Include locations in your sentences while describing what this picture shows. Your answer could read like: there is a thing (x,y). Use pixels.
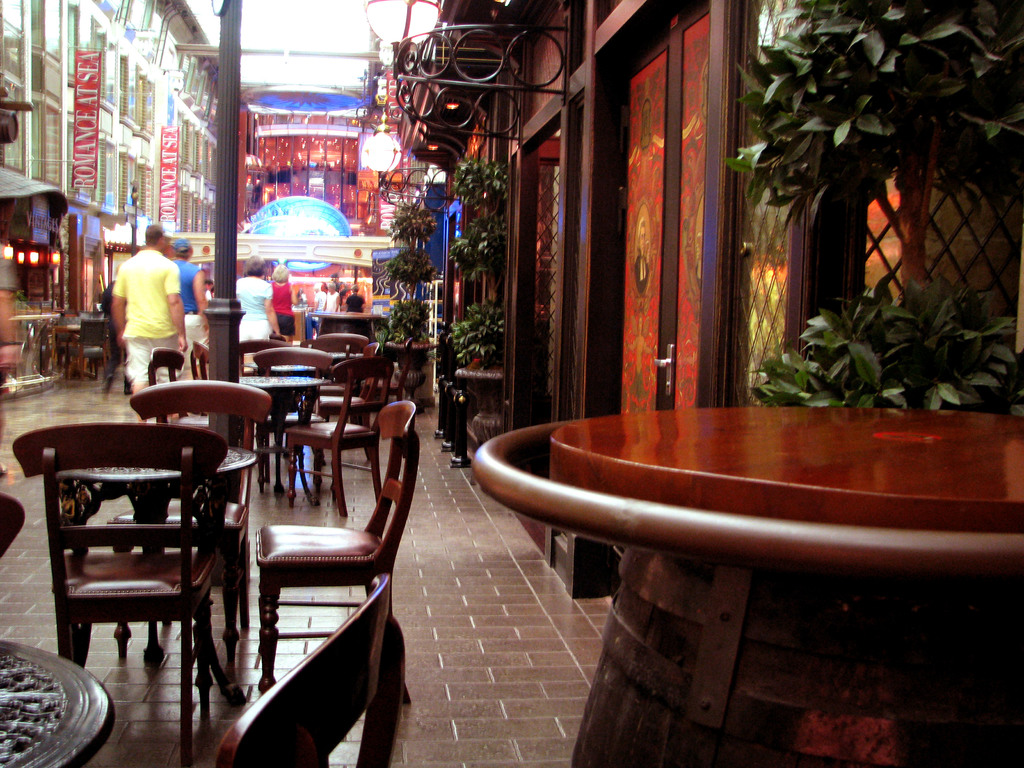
In this picture we can see people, chairs (339,463) and tables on the ground (347,472), here we can see buildings (1000,202), plants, lights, posters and some objects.
